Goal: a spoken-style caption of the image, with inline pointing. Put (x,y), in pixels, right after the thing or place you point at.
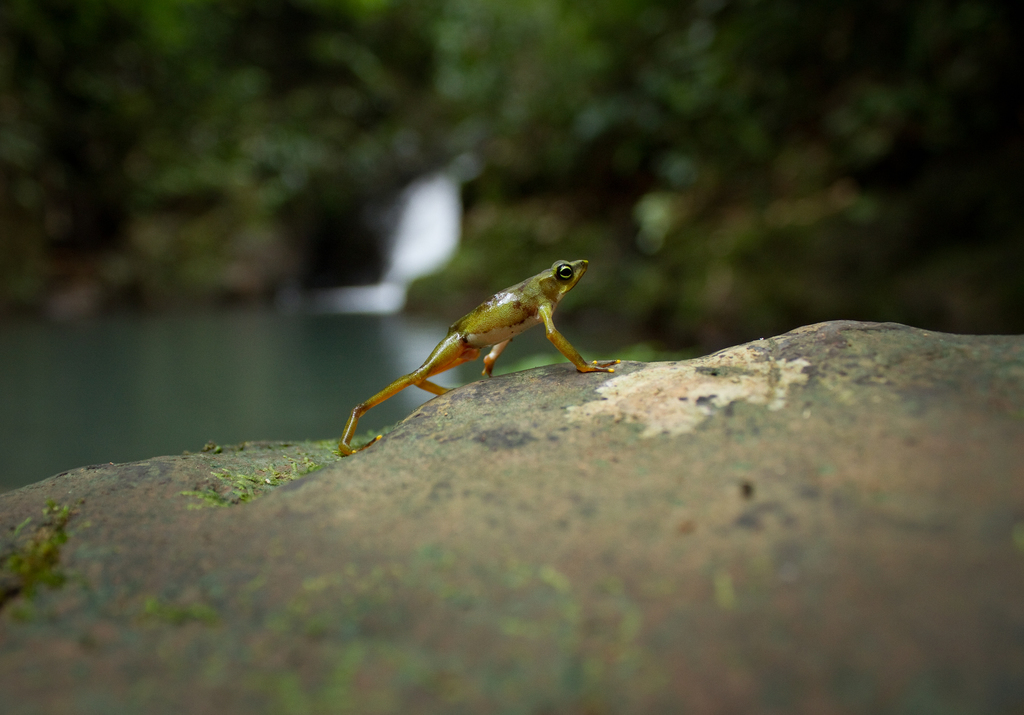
In this image we can see an amphibian (458,343) which is in green color is on stone (839,362) and in the background of the image (513,106) there are some trees (188,150) and water (233,349).
